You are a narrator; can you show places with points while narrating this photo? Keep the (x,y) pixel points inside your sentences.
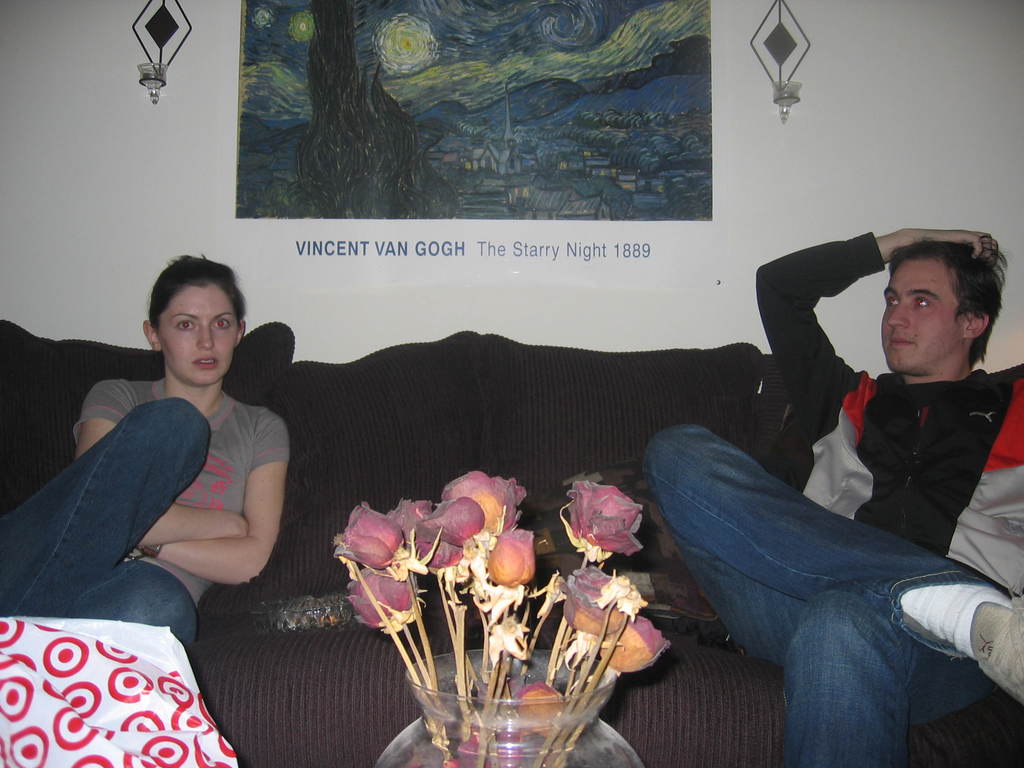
In this image I can see there is a woman (281,514) and a man (923,453) sitting on the couch (364,659), there is a table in front of them and there is a flower pot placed and there are few flowers (445,586) in it. In the backdrop (390,154) there is a photo frame (246,41) on the wall (202,19).
